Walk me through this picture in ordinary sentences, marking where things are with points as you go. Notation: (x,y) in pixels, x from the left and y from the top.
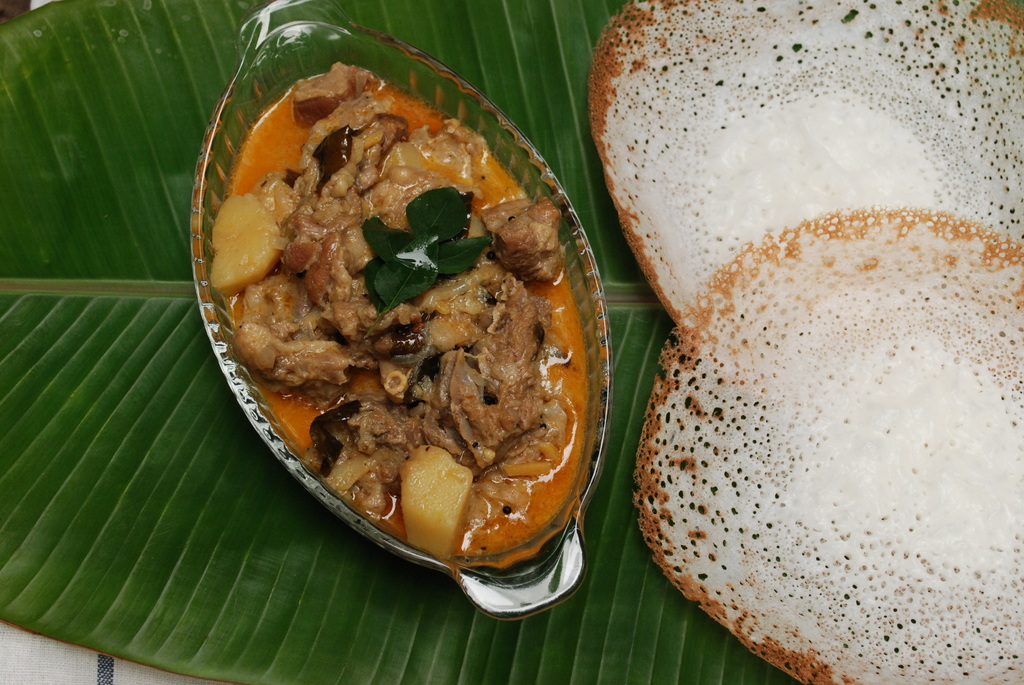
In this image, we can see some food item (443,372) in the glass bowl (533,581). On the right side (875,394), we can see eatable things (881,375). These things (846,536) are placed on the green leaf (39,554). Left side (65,676) bottom corner, we can see white cloth (41,672). Here there is a blue color.
